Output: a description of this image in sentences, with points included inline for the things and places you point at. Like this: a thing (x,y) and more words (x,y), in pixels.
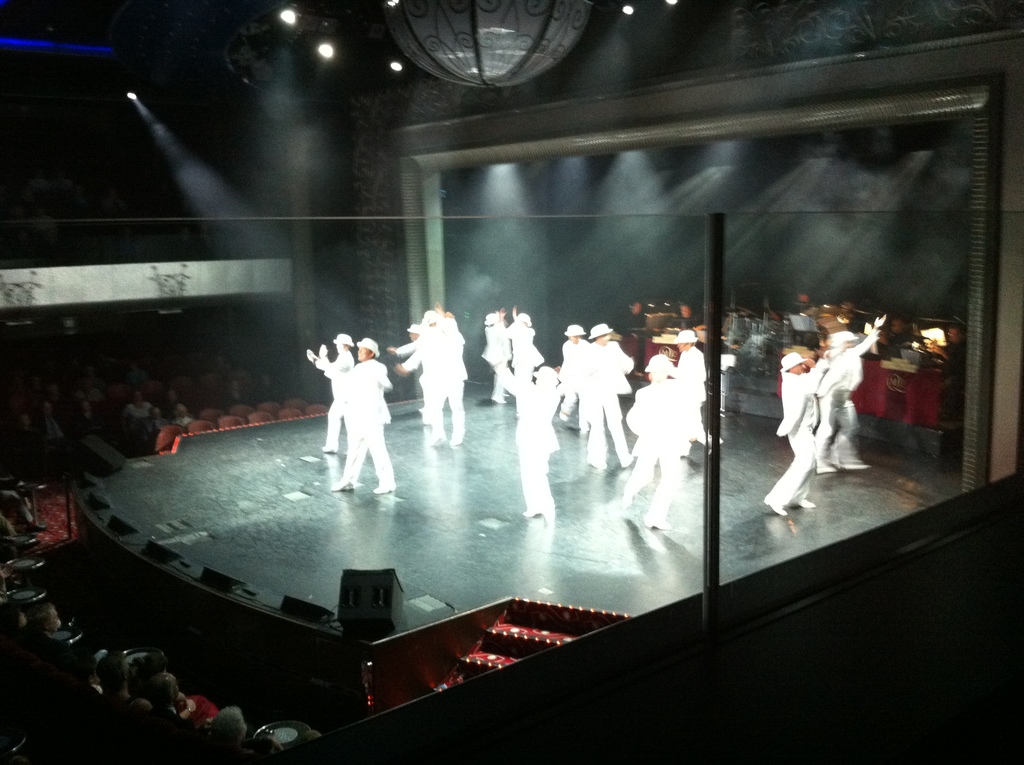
In this image there are few dancers (549,383) who are dancing on the stage (443,467). All the dancers (517,419) are wearing the white suit (591,400). At the top (433,69) there are lights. In front of them there are so many spectators (150,415) who are sitting in the chairs (115,404) and watching them.
